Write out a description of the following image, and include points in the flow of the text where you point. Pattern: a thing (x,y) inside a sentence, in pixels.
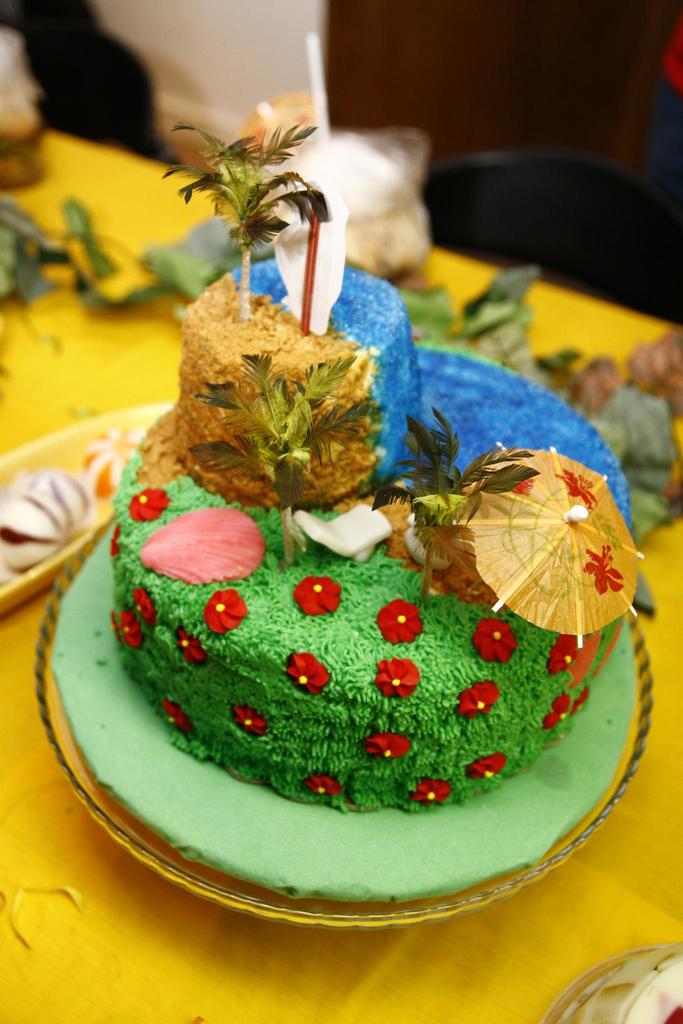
Here in this picture we can see a cake (353,656) that is designed and decorated with some things (332,441) present on a plate (296,906) and we can see the plate (298,917) is present on a table (46,827) and beside that we can see some other things (114,459) in blurry manner.
